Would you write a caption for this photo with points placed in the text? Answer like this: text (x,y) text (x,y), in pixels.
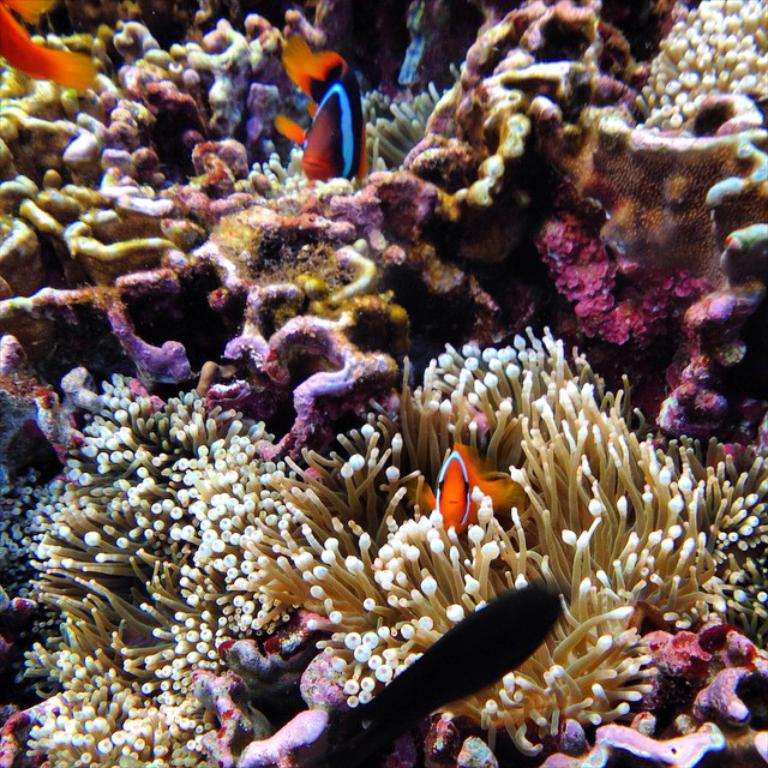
This image consists of underwater plants (129,539) and a few fishes (362,760).
